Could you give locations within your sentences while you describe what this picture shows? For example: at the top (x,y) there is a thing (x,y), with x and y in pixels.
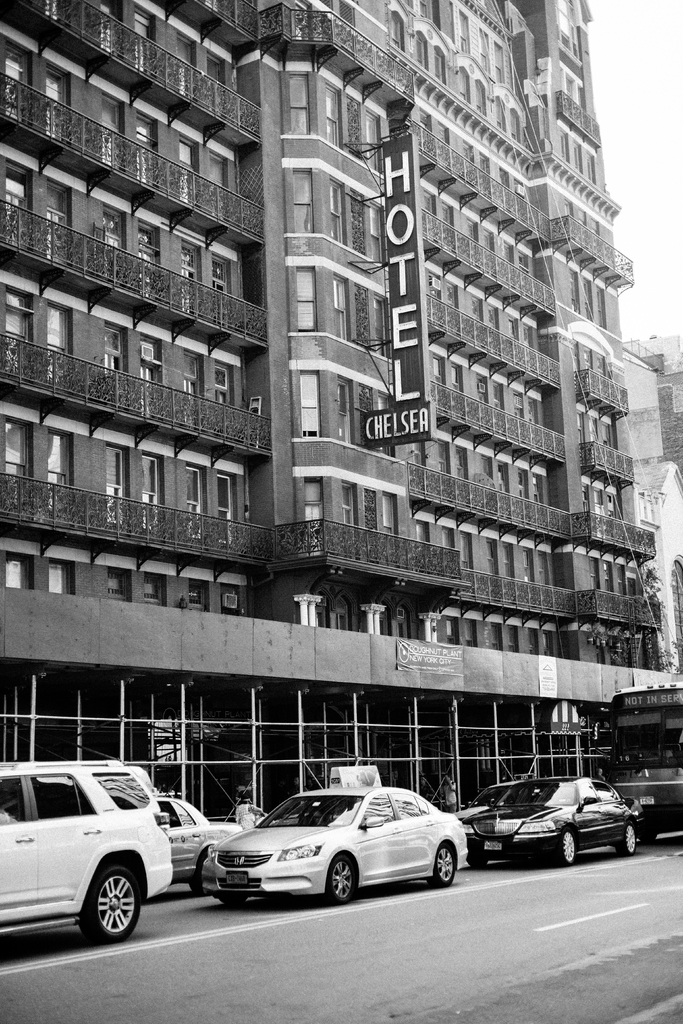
Black and white picture. Here we can see a building (489,204) with hoarding (489,671). These are banners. To this building (376,488) there are glass windows (119,343). Vehicles (411,818) are on the road (305,1005).
